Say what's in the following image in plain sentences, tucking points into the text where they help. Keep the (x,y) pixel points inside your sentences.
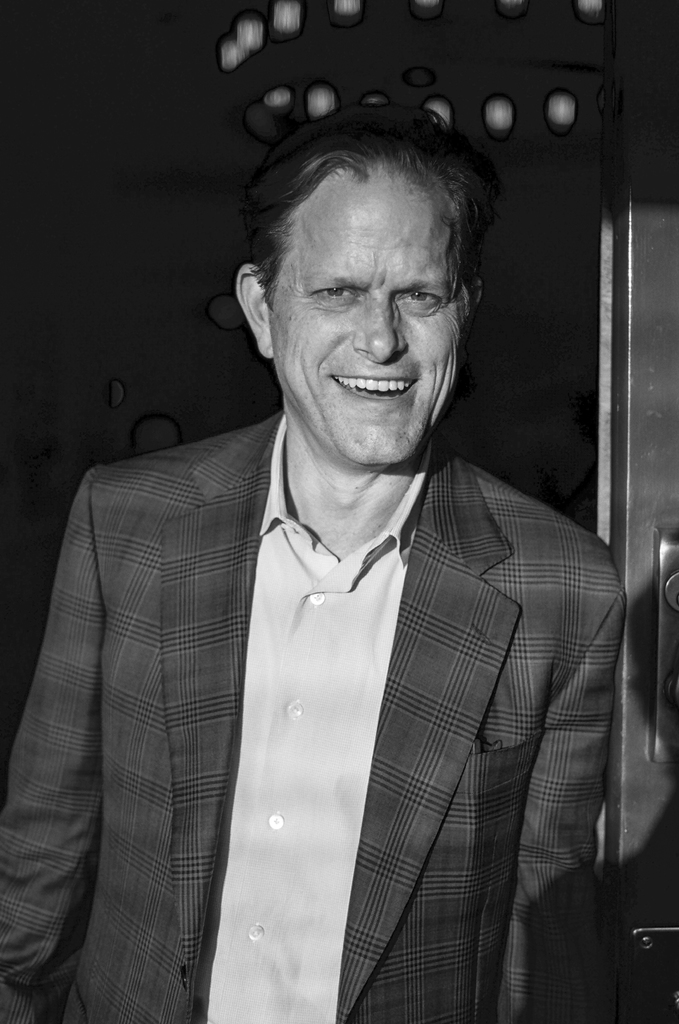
It is a black and white picture. In the center of the image (360,672) we can see one person (369,650) is standing and he is smiling. In the background (632,478), we can see one door type object (617,420), lights (498,126) and a few other objects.
